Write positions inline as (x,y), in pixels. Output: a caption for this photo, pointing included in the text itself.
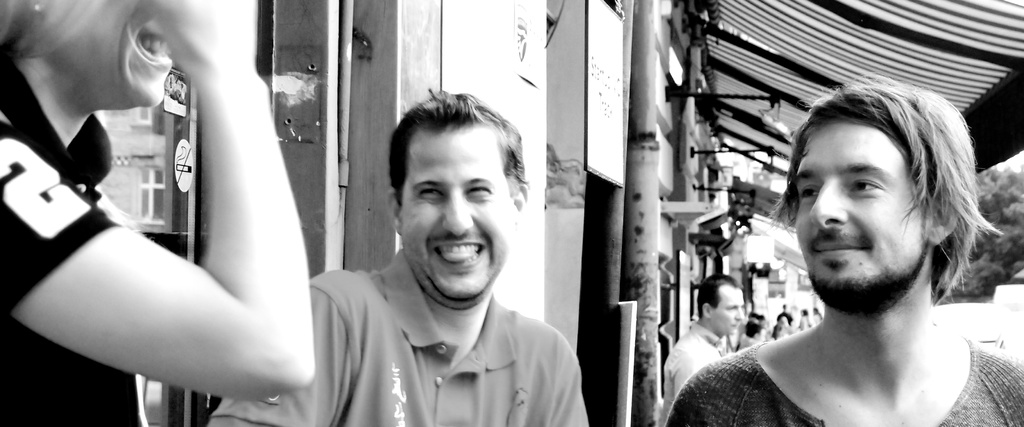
We can see people (903,371) and we can see wall (416,52) and board (591,10) on pole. Background (1021,204) we can see trees (1012,214).
